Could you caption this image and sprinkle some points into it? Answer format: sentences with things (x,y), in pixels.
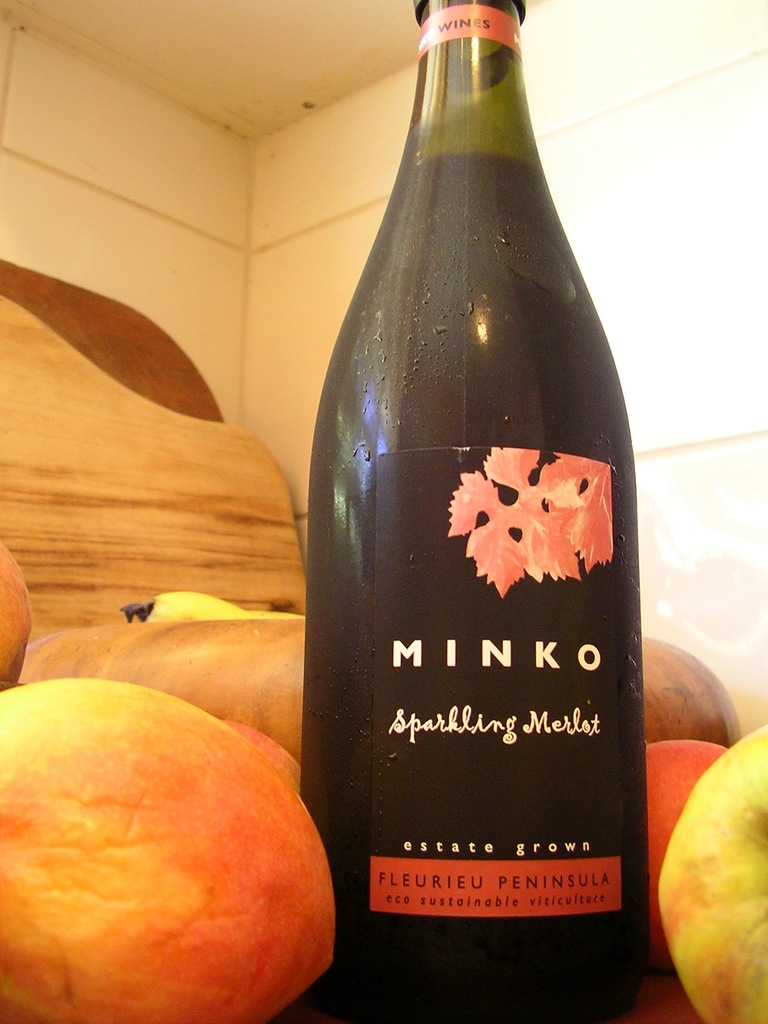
In this image there is a wine bottle (416,441) with a label (539,694), and some fruits (298,742) in the table (679,989) and back ground (81,249) there is wall (114,201).
